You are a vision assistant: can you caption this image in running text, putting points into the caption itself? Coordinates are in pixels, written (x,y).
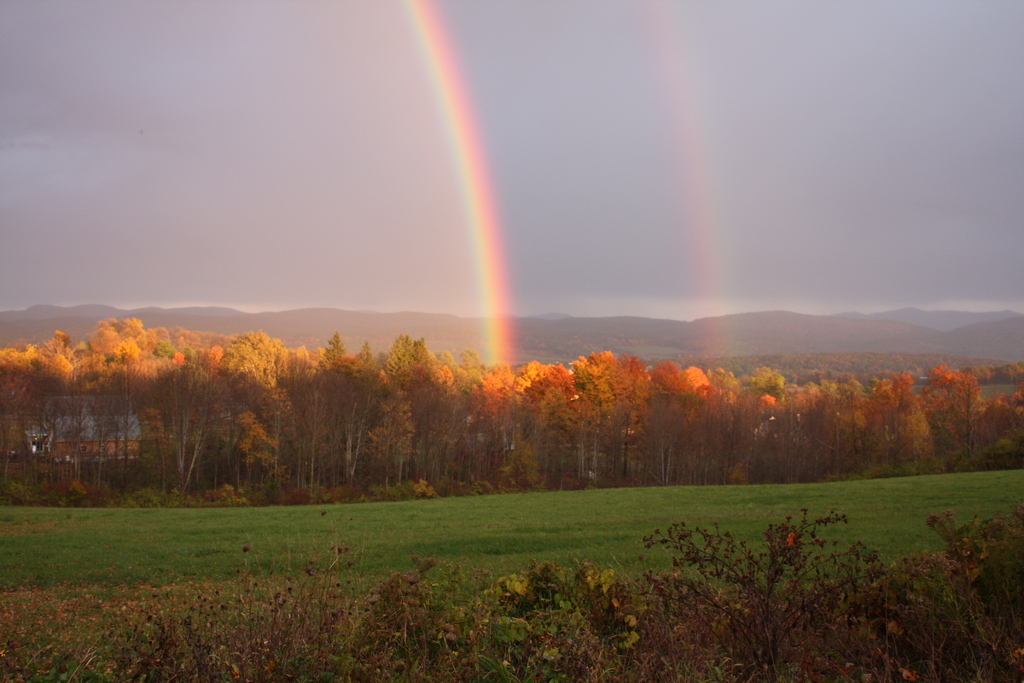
This image consists of trees (570,391) in orange color. At the bottom (396,551), there is green grass (199,537) and plants (511,645). In the background (250,185), we can see a rainbow (501,261) in the sky (427,237). And there are mountains (335,316).
